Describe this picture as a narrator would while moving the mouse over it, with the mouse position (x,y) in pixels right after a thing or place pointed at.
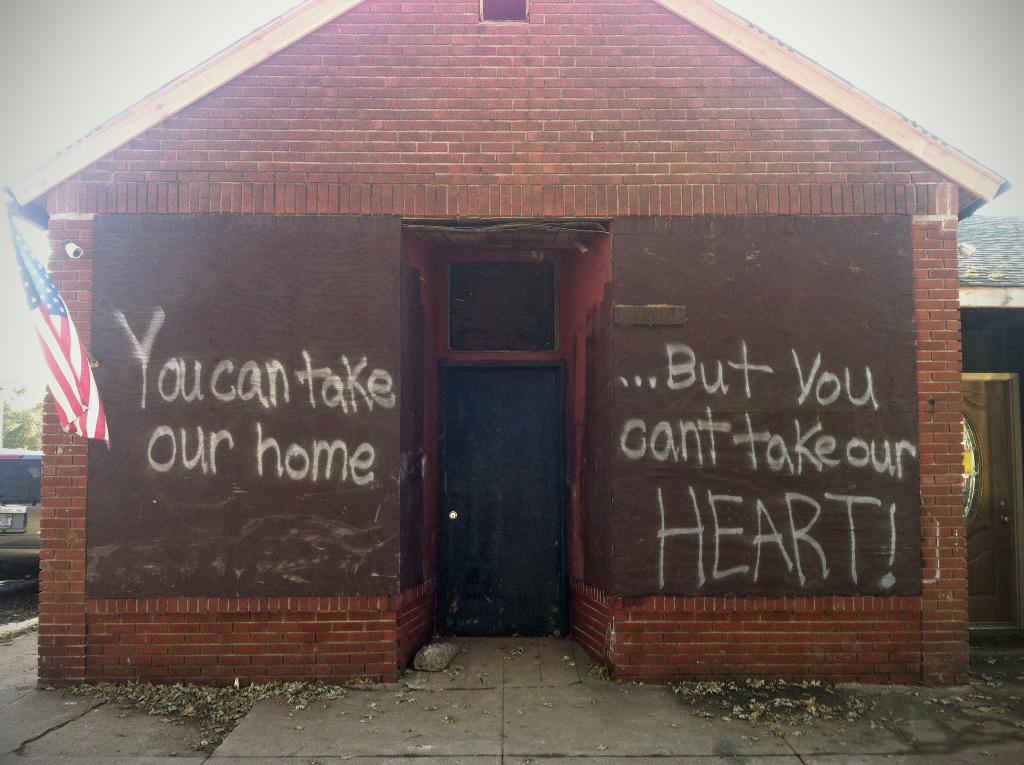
In this image in the center (624,461) there is one house (409,329) and door (440,505), on the wall (249,444) there is some text (381,382) and on the left side (74,350) there is a flag (89,429) and car (39,470). At the bottom (610,727) there is walkway (611,716), and in the background (978,348) there are some houses (978,318).
